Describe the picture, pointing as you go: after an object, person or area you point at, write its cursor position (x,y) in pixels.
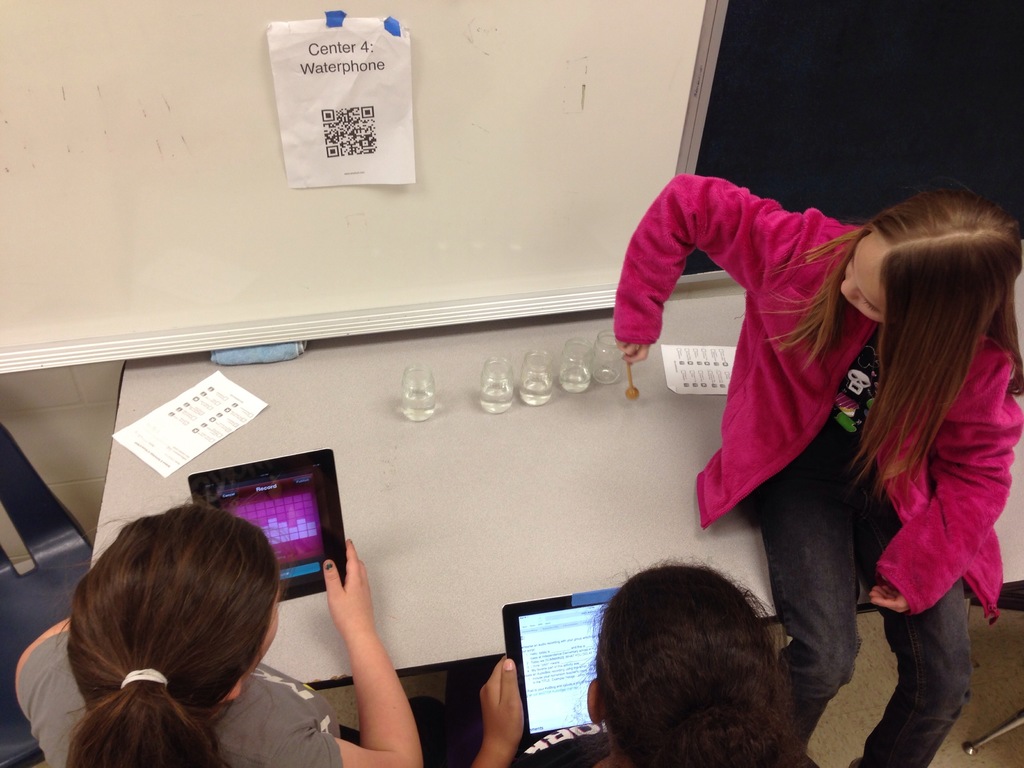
In this image there are two girls (316,691) holding tabs (563,669) in their hand (490,678), beside them there is an other girl (901,410) sitting on the table (668,396) and she is holding an object (630,391) in her hand (629,359) and placing it on the table (619,406). On the table (602,413) there are few glasses (529,395) and papers (171,419). In the background (284,104) there is a paper (347,98) with some text (307,59) is attached to the wall (558,195).
